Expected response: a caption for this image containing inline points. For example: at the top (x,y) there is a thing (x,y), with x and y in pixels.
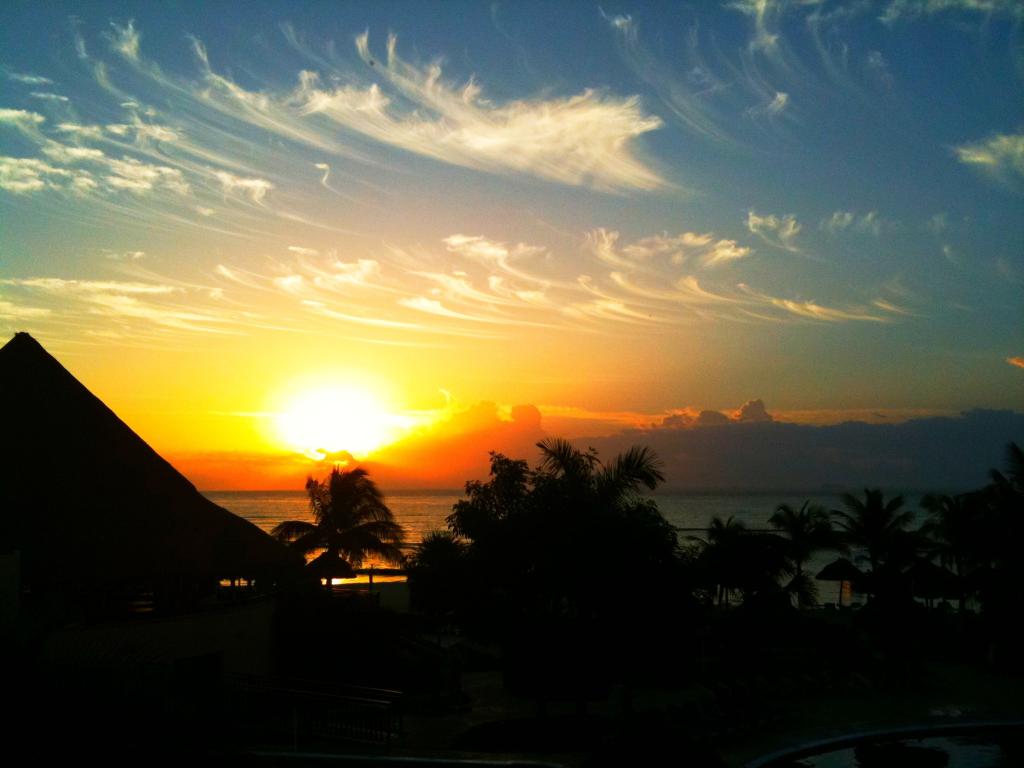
Here in this picture we can see trees (597,555) present all over there and beside that on the left side (166,520) we can see a hut (97,459) present and we can see a sun set (345,380) in the sky (392,401) and we can see clouds (583,312) in the sky (535,262).
